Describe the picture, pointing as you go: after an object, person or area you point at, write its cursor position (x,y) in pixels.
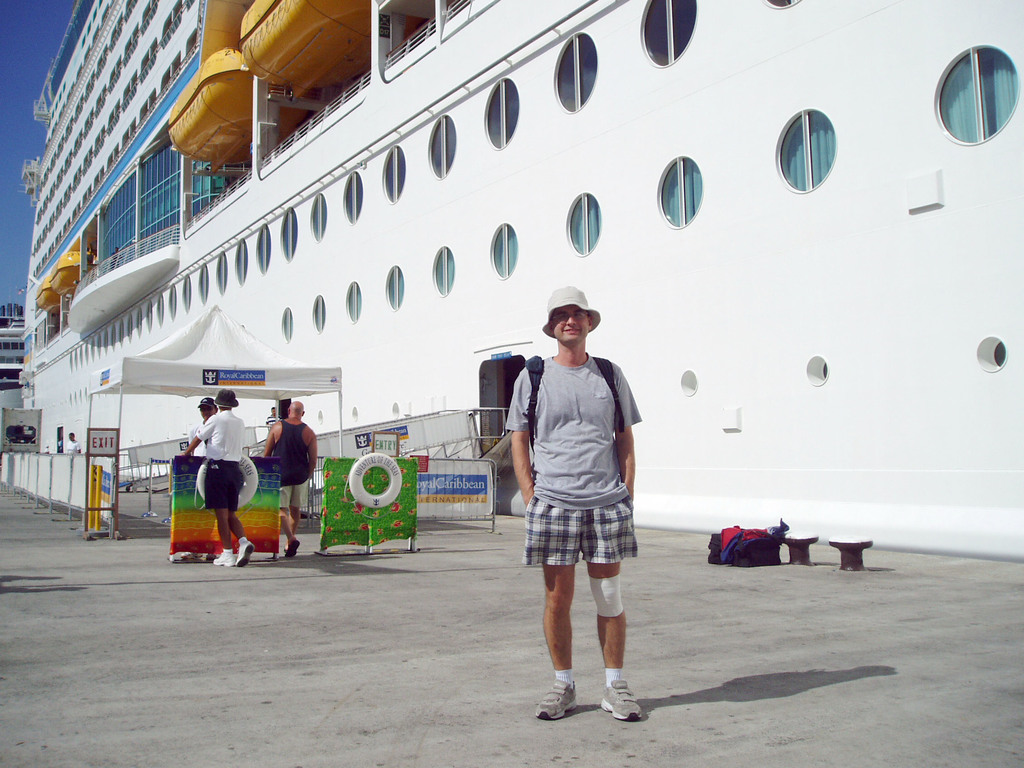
In this picture I can see a man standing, there are tube lifesavers (200,490), group of people (212,472) standing, a stall (214,391), barriers (61,455), there is a ship (294,202), and in the background (14,142) there is sky (31,142).
